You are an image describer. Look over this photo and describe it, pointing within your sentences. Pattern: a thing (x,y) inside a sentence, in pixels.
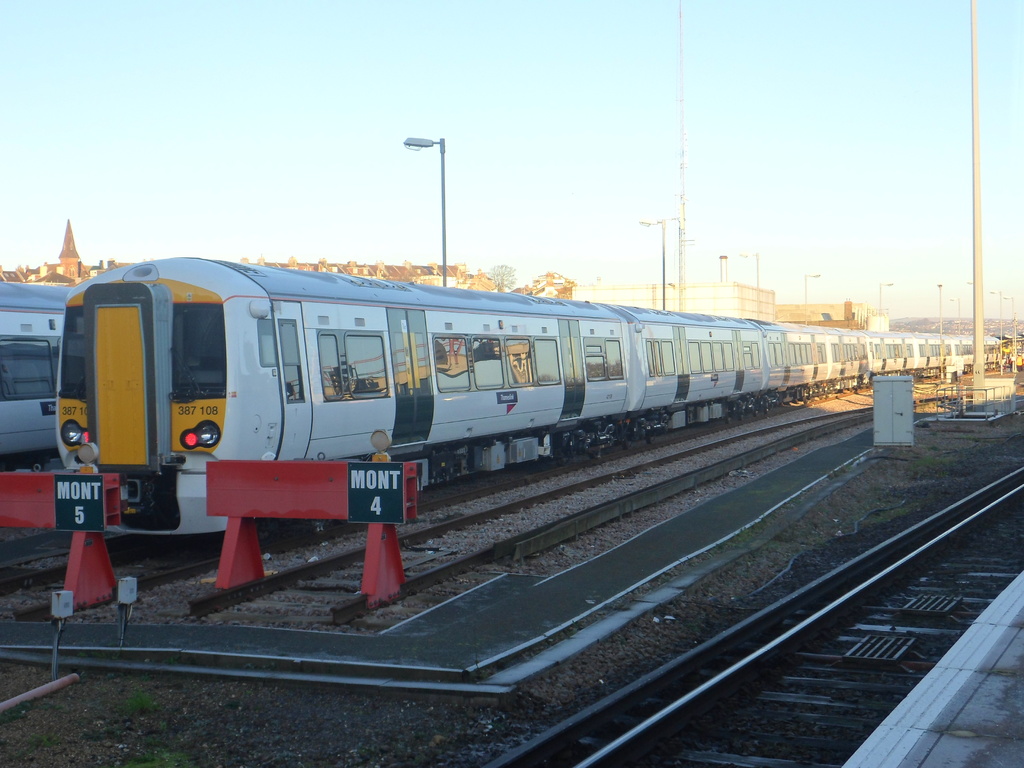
In this image there are train tracks (281,602), on that track (264,599) there are trains (724,365), beside the train (62,320) there are poles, in the background (73,253) there are houses (366,269) and there is a sky (475,54).
